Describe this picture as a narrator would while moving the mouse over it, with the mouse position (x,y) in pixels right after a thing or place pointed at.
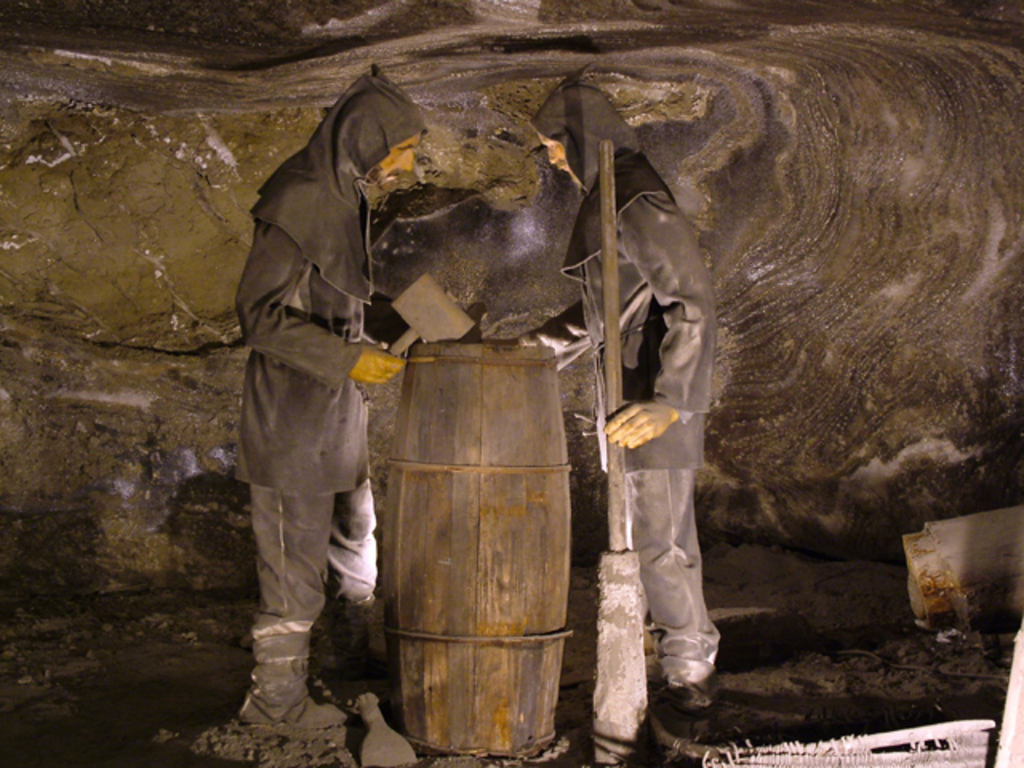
In the picture we can see two men (293,350) wearing black color dress (609,126) standing near the wooden drum (461,538) and holding somethings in their hands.
